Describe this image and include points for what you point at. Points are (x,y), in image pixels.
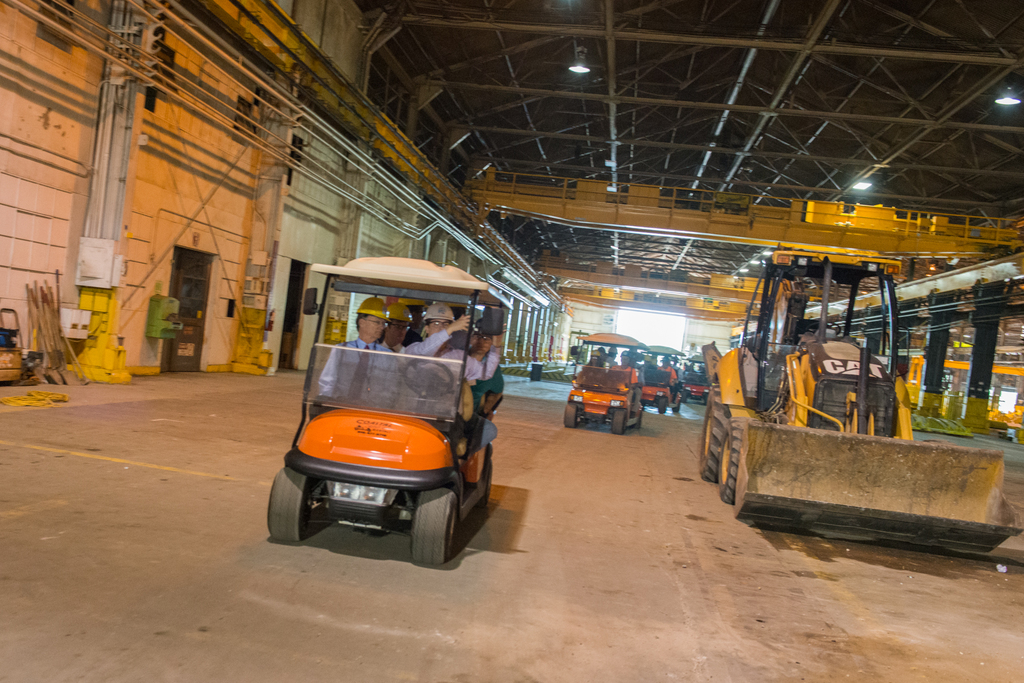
In this picture I can see a vehicles (723,433) which are running in the factory (750,546). In the orange vehicle (590,390) I can see many people (370,336) who are sitting. On the left (42,339) I can see the pipes (126,147), poles (107,342), sticks (44,317) and doors (197,304). At the top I can see the lights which are hanging on the roof (665,126).
